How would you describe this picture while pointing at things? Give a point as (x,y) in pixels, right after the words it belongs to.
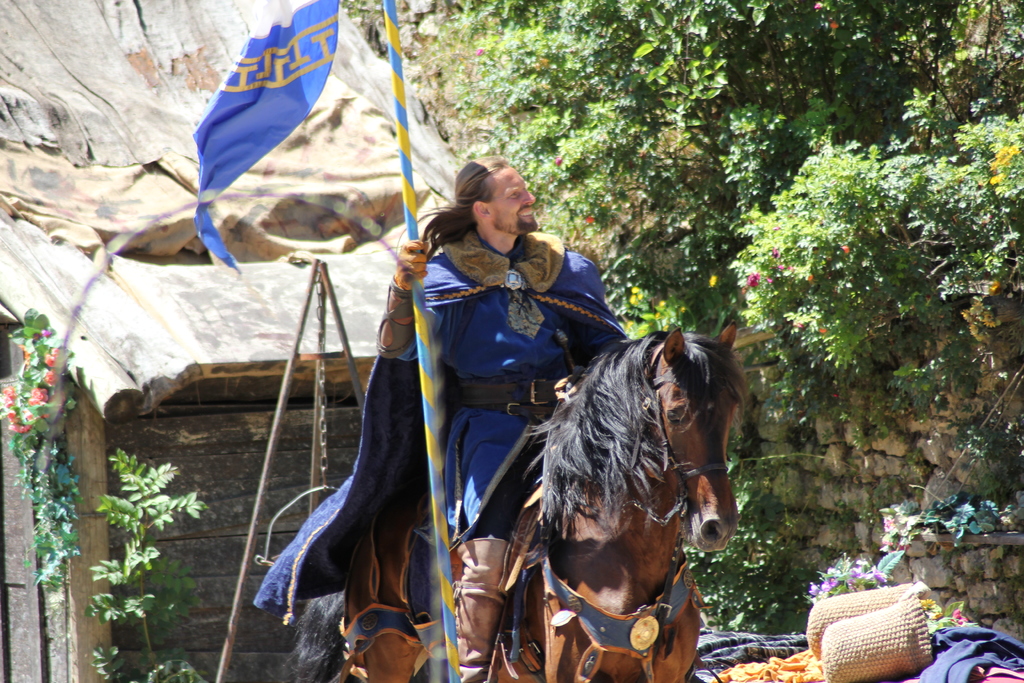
In this picture we can see man (601,333) wore coat (505,273) smiling and holding flag pole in one hand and riding horse (545,616) and in background (194,175) we can see hut (87,451), trees (772,249), wall (849,458), baskets (847,616).
